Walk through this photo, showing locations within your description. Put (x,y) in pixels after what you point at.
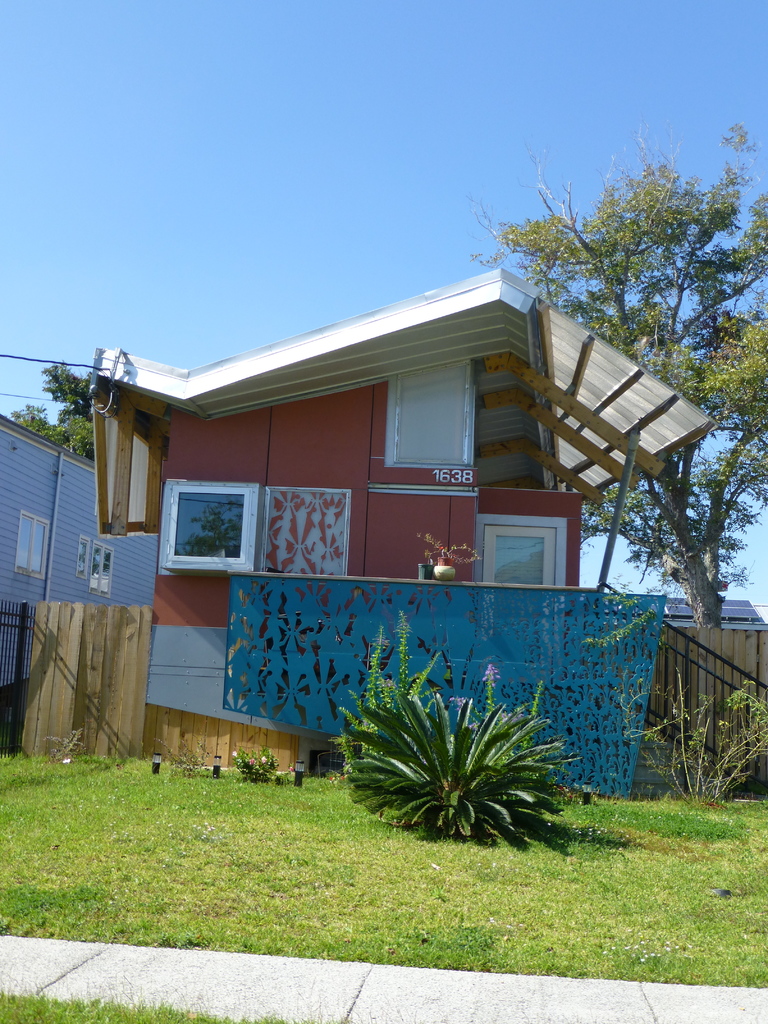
In this image I can see the grass (291,884), the path (381,978) and few plants (471,766). In the background (630,753) I can see a building (416,563), few trees (742,416) and the sky (252,115).
